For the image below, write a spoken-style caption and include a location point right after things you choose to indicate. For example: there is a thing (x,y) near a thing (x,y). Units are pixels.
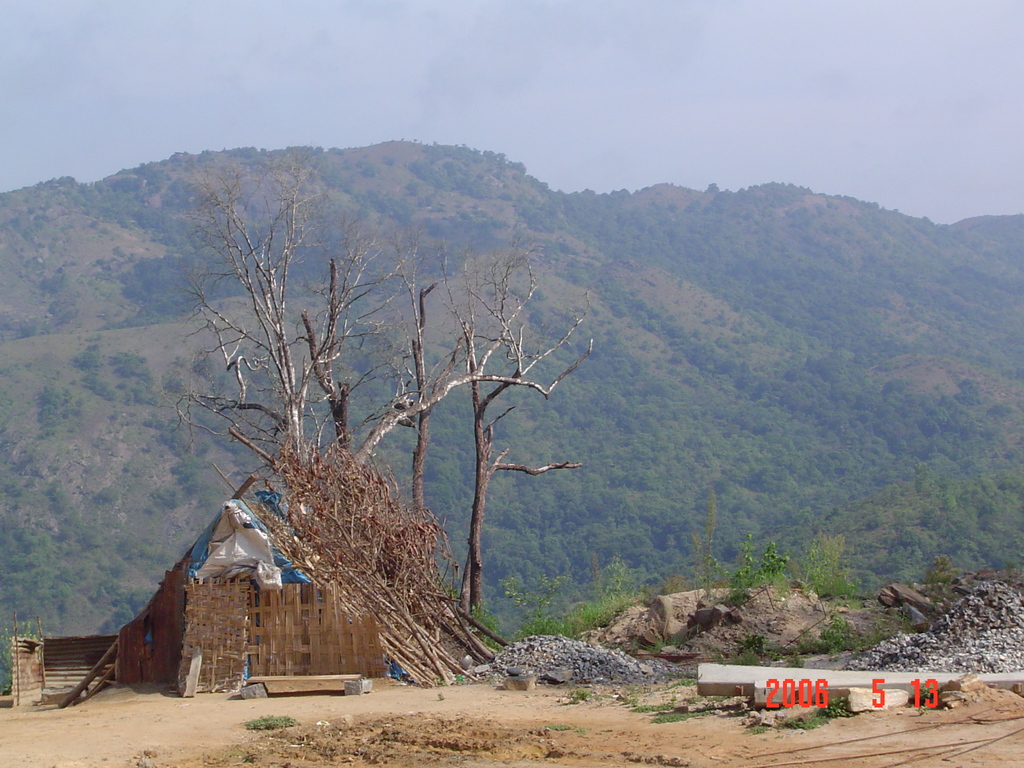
In this image there is the sky (93,84) towards the top of the image (401,82), there are mountains (687,233), there are trees (725,400) on the mountains (746,431), there are plants (744,589), there is a hut (276,623), there are dried trees (349,506), there are stones (564,678), there are objects (828,683) on the ground (324,720), there is a number (819,706) towards the bottom of the image (880,701).
